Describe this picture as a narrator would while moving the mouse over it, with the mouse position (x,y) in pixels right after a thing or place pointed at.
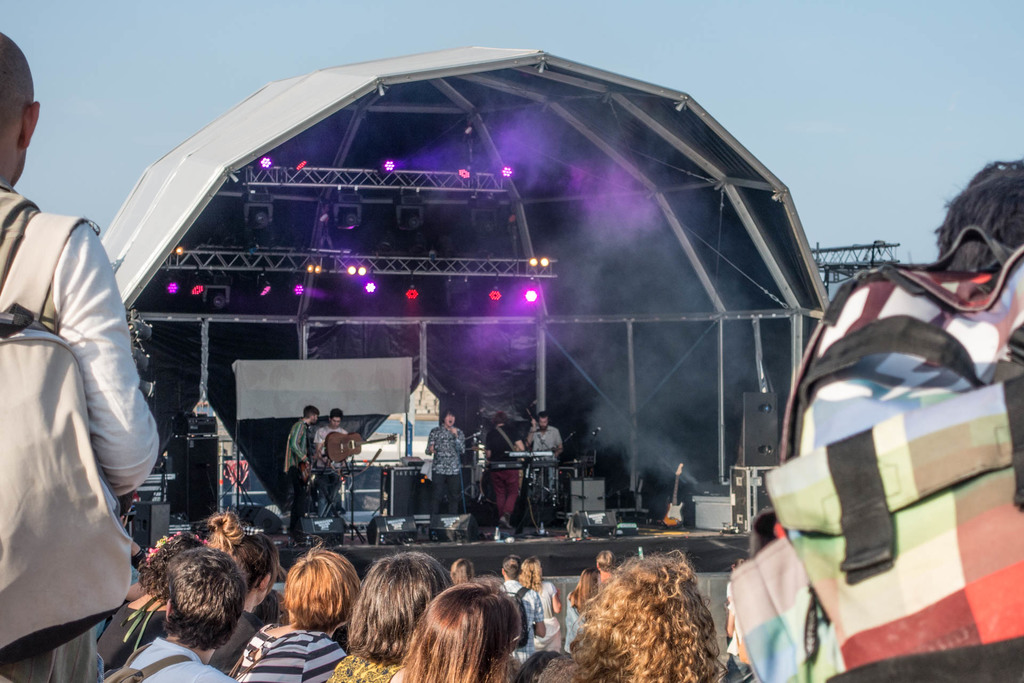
In this image I see number of people (126,389) in which these people (441,460) are holding instruments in their hands (453,429) and I see the lights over here and I see the sky (896,134) in the background (884,137).
